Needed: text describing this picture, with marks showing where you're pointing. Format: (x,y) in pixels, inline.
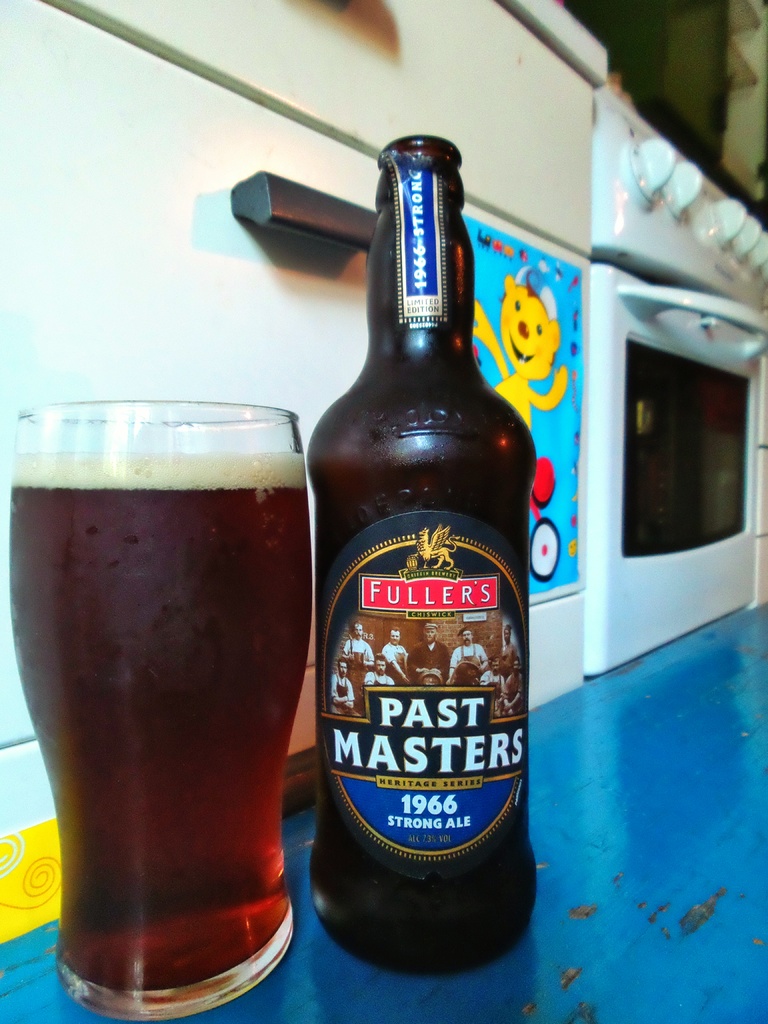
Here we can see a bottle (446,729) and glass (113,723) with liquids (178,606). Beside this bottle (452,444) and glass (282,511) there are ovens (705,412).
